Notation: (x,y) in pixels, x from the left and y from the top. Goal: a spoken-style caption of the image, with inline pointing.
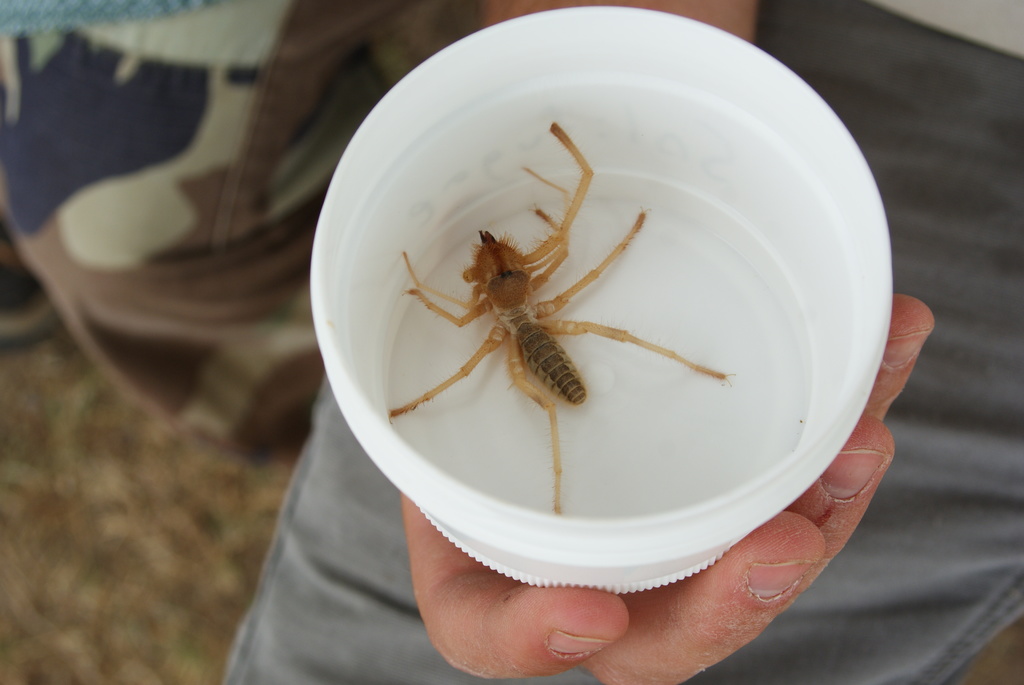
In this image I can see a person (974,273) is holding a bowl (813,184) in hand (474,571) in which a spider (546,408) is there. This image is taken may be on the ground (206,602) during a day.
